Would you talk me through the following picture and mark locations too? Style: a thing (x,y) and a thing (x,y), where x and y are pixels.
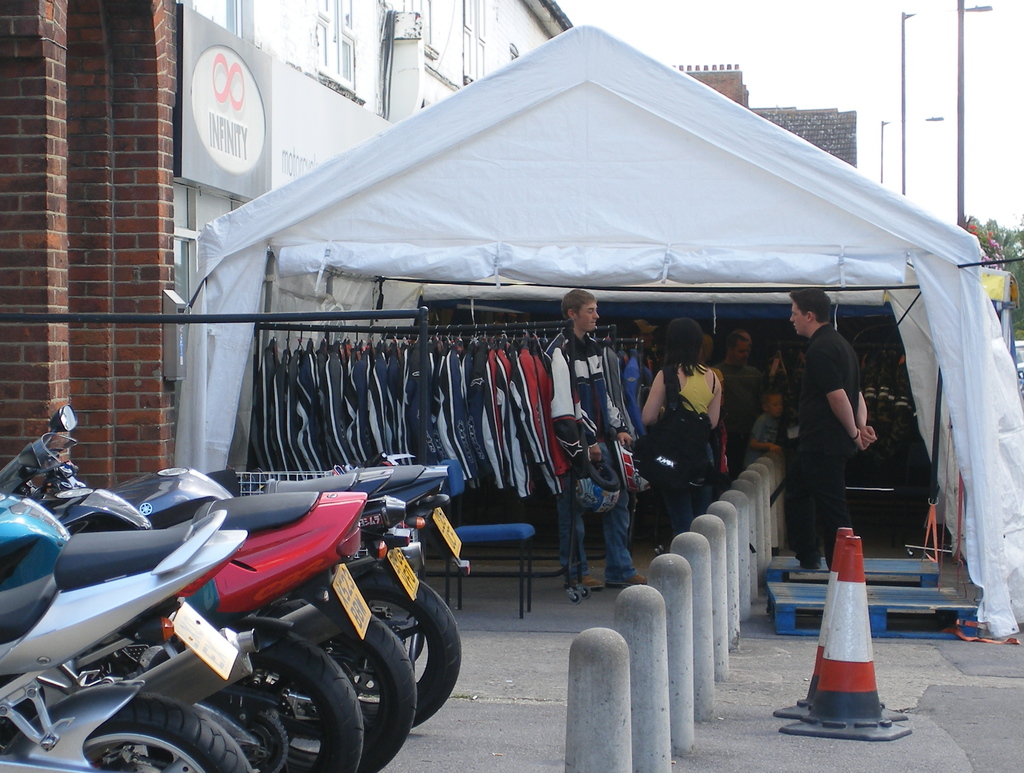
In this image we can see some clothes (409,409) hanged under a tent (669,93). We can also see some people (686,517) beside that. On the left side (265,586) we can see some two wheeler vehicles (223,688) parked aside. On the right side (697,571) we can see a pole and the divider poles (688,682). On the backside (288,108) we can see a house (341,62) with windows (323,62) and the sky (718,25) which looks cloudy.
